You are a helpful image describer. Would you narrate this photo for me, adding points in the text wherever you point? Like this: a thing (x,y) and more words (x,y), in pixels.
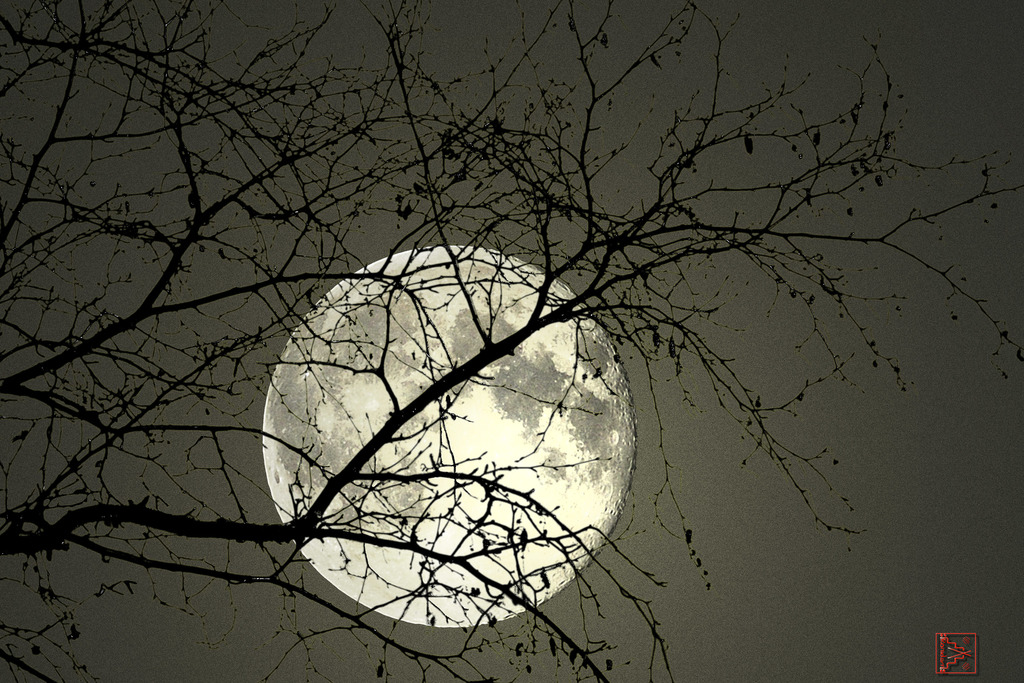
In the image I can see a tree (462,485). In the background (447,485) I can see the moon (603,443) and the sky (650,459).
